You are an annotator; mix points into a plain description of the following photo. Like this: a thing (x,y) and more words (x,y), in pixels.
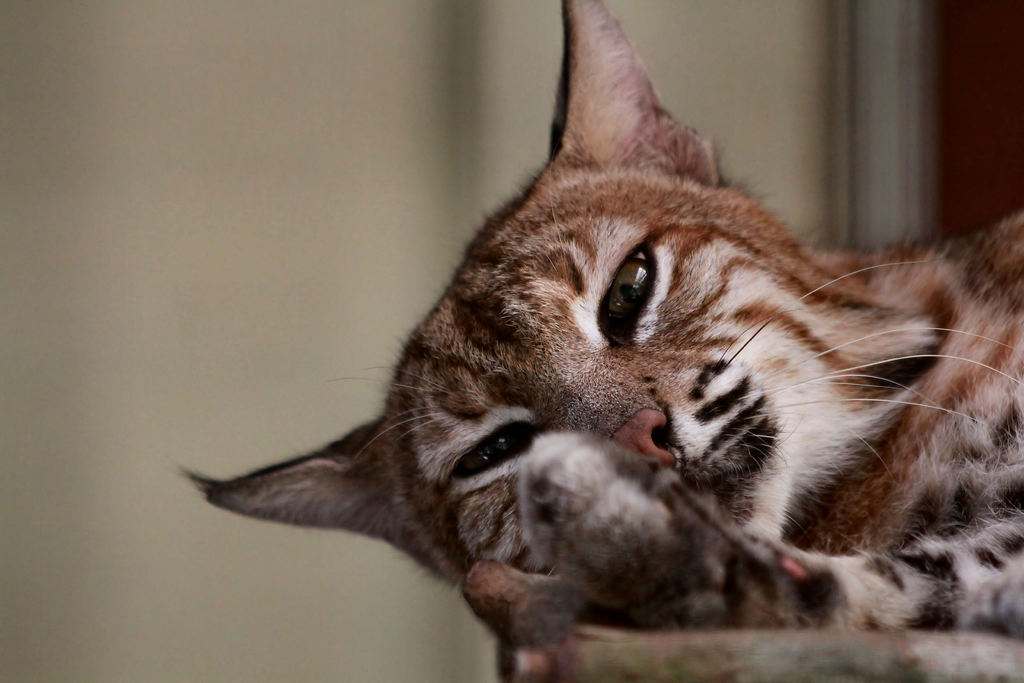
In this image there is a truncated cat (790,514) on the surface (798,655), there is a white wall (397,134) behind the cat (750,297).
